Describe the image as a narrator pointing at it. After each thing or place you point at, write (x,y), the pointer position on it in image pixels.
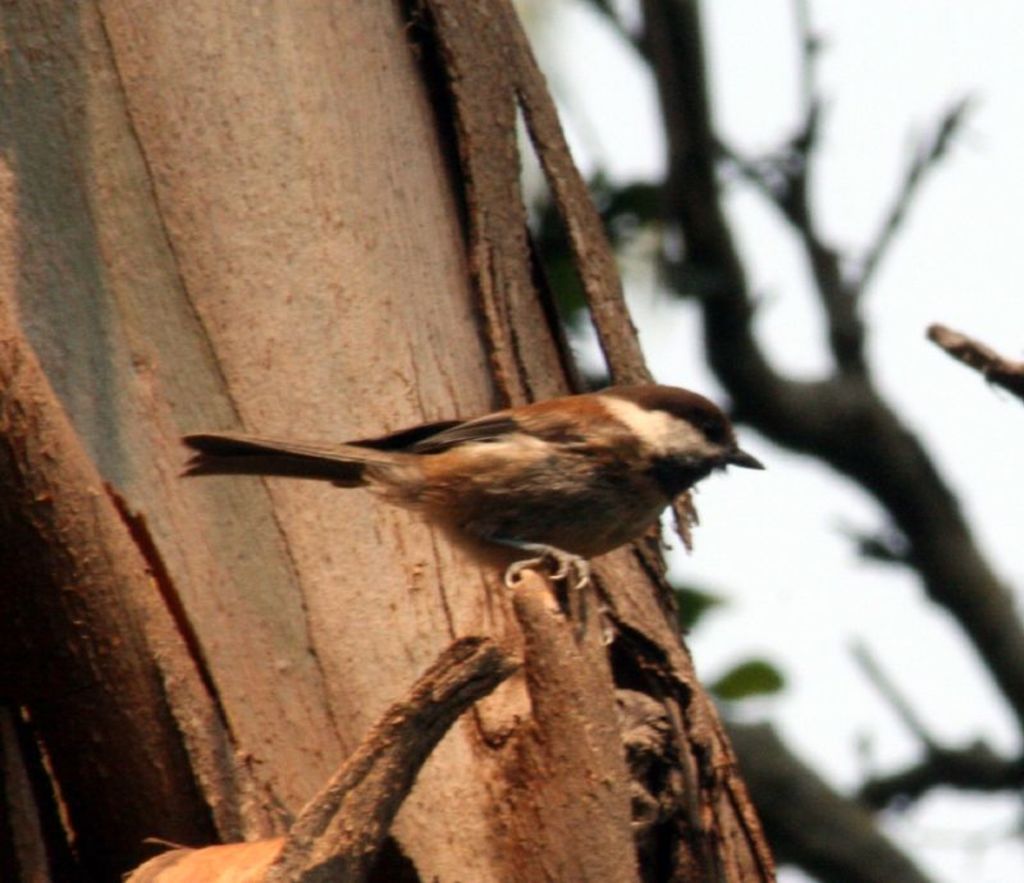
In this image we can see a bird (630,413) on the branch (590,734). In the background (998,817) we can see branches (819,262) and sky (882,142).
